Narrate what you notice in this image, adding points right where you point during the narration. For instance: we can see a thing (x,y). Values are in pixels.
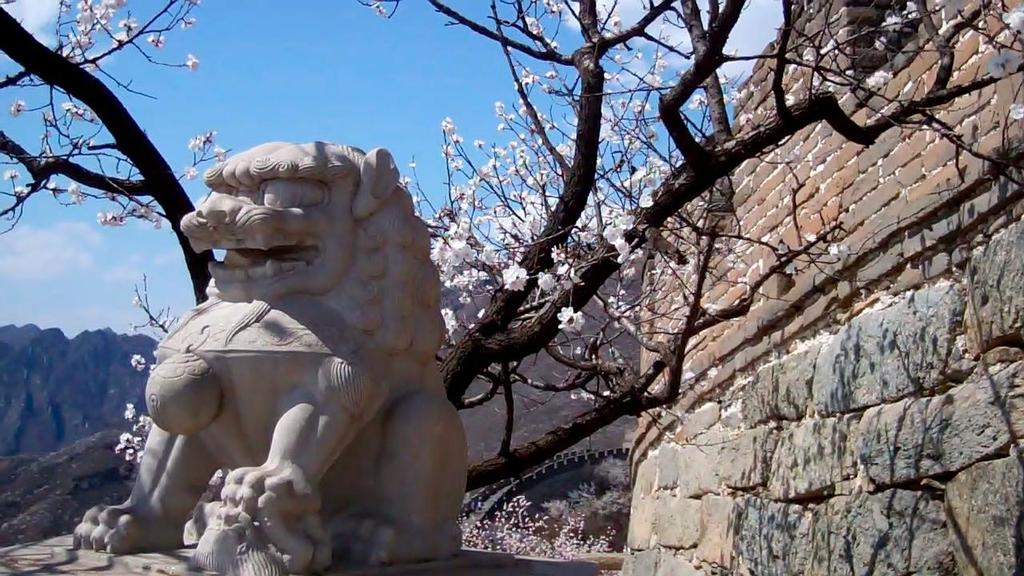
In the center of the image (352,301), we can see a statue (340,334) and in the background (436,225), there is a tree (556,240) along with flowers (606,230) and on the right (839,331), there is a wall (702,333) and we can see hills (54,343).
